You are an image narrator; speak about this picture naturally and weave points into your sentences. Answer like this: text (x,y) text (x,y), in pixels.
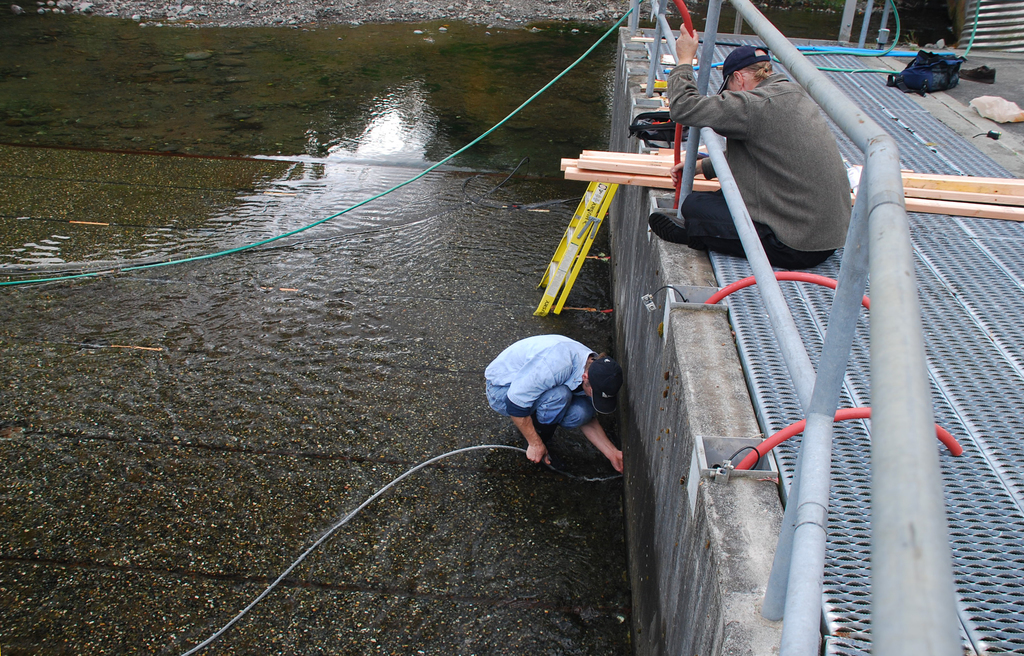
In this image there are two men (545,373), they are wearing caps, they are holding an object (549,459), there is a pipe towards the bottom of the image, there is a pipe (229,254) towards the left of the image (262,240), there is ground (337,483) towards the bottom of the image (337,483), there is water (357,109) on the ground (257,11), there is a metal surface (926,229) towards the right of the image (985,226), there are objects (808,52) on the metal surface (948,309), there is a metal surface (862,642) towards the bottom of the image (884,589), there are objects (973,10) towards the top of the image (1006,26), there is an object (585,208) on the ground (546,245).
